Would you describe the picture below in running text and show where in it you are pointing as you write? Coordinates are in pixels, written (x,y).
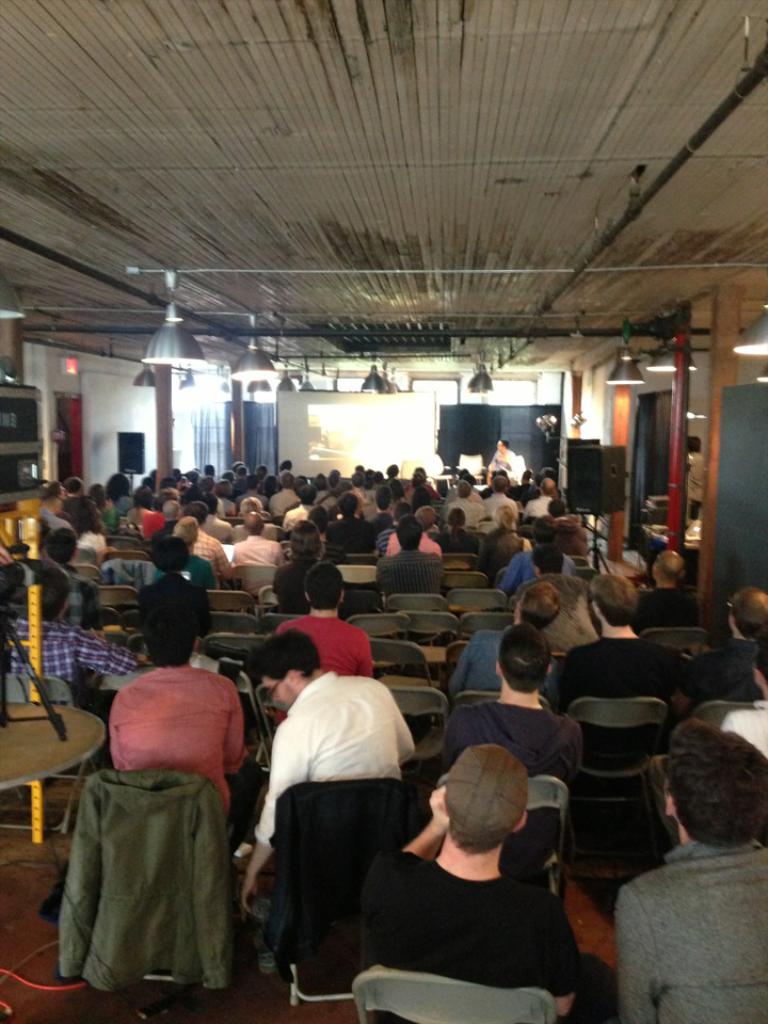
In this picture we can see a group of people (623,604) sitting on chairs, speakers (119,462), pillars (238,448), lights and in the background (293,413) we can see a screen (305,407), windows (517,385).
